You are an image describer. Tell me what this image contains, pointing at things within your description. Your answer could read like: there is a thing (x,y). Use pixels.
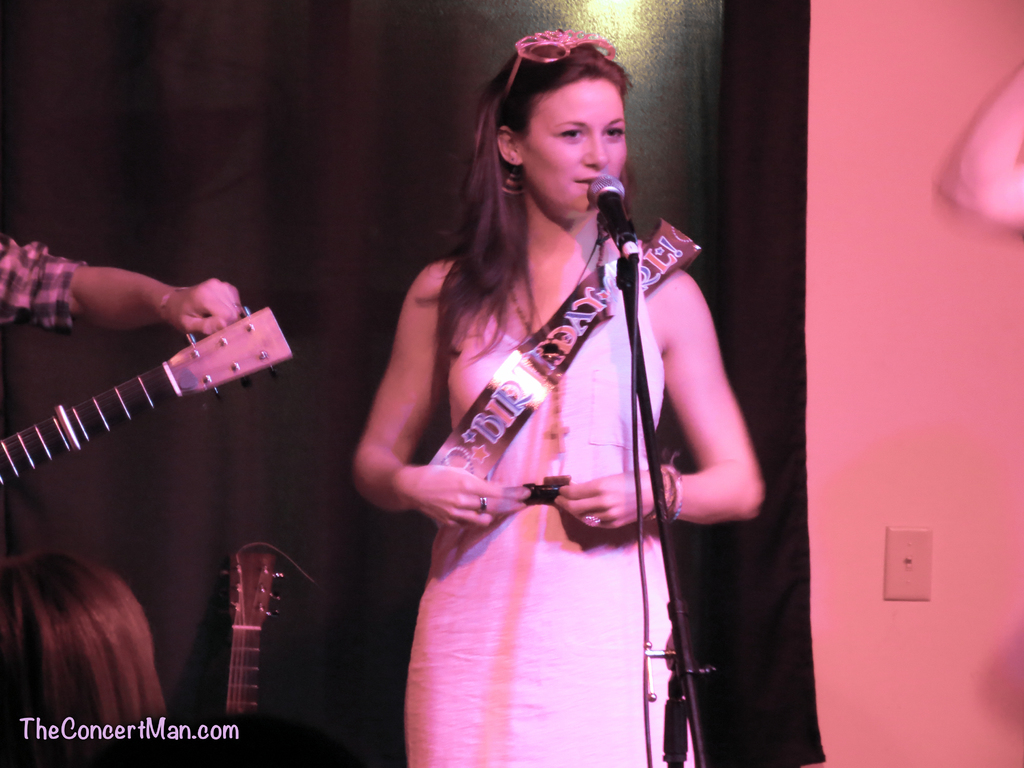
A woman (530,477) is standing behind a microphone (604,193). On the left (169,392) there is a person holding guitar (123,400) in his hand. Behind them there is a cloth (287,641) and guitar (279,574).
